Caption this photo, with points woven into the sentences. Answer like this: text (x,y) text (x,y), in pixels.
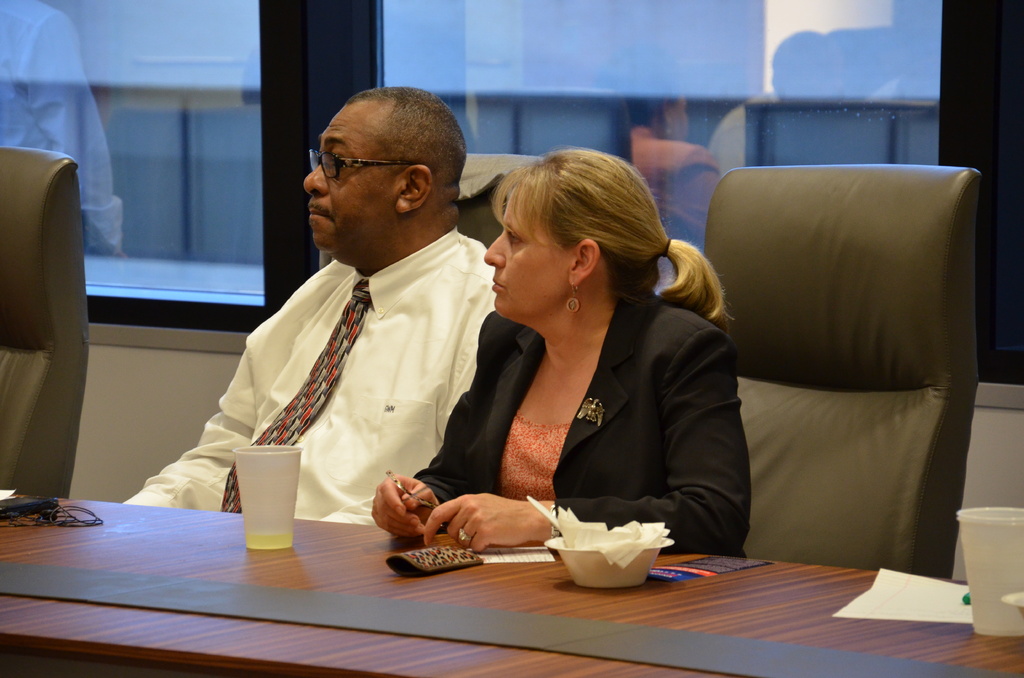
In this picture we can see a man (337,373) and woman (565,378), they are seated on the chairs (490,219), in front of them we can see glasses (976,563), bowl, papers (547,556) and other things (399,573) on the table (256,597), and he wore spectacles (328,153), in the mirror reflection (229,109) we can find few people (9,104).
